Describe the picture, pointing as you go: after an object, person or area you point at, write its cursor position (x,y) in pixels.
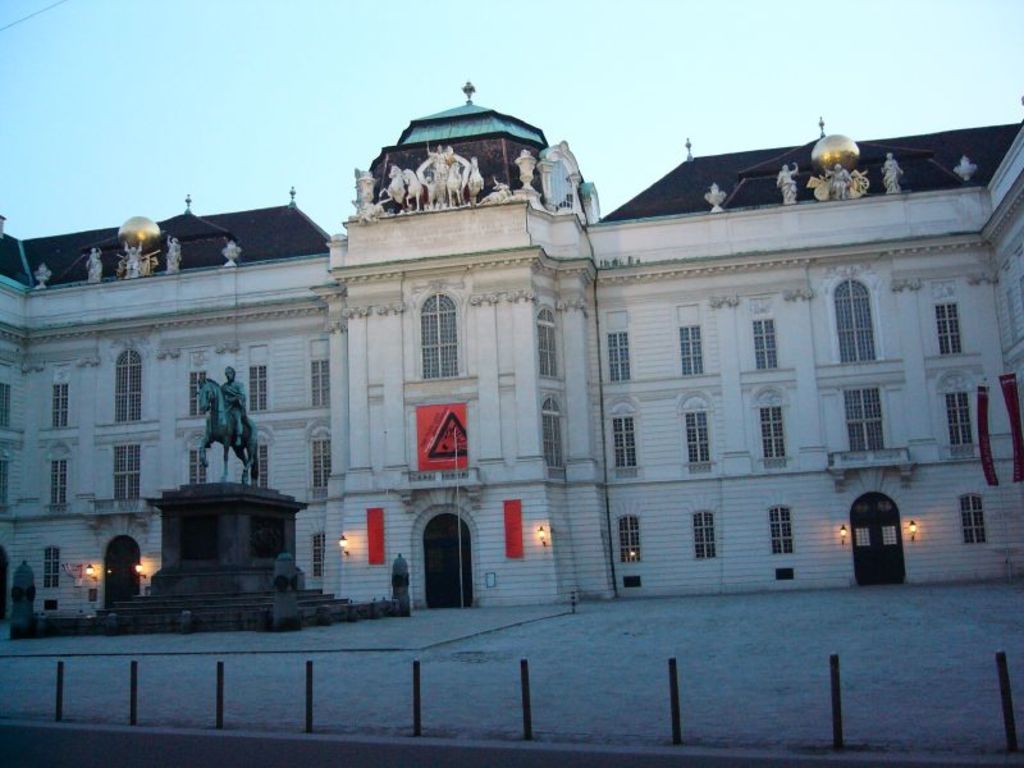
In the center of the picture (595,327) there are sculpture (234,446), lights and building (297,234). On the top of the building (574,175) there are sculptures (152,268). In the foreground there are poles (61,674).
